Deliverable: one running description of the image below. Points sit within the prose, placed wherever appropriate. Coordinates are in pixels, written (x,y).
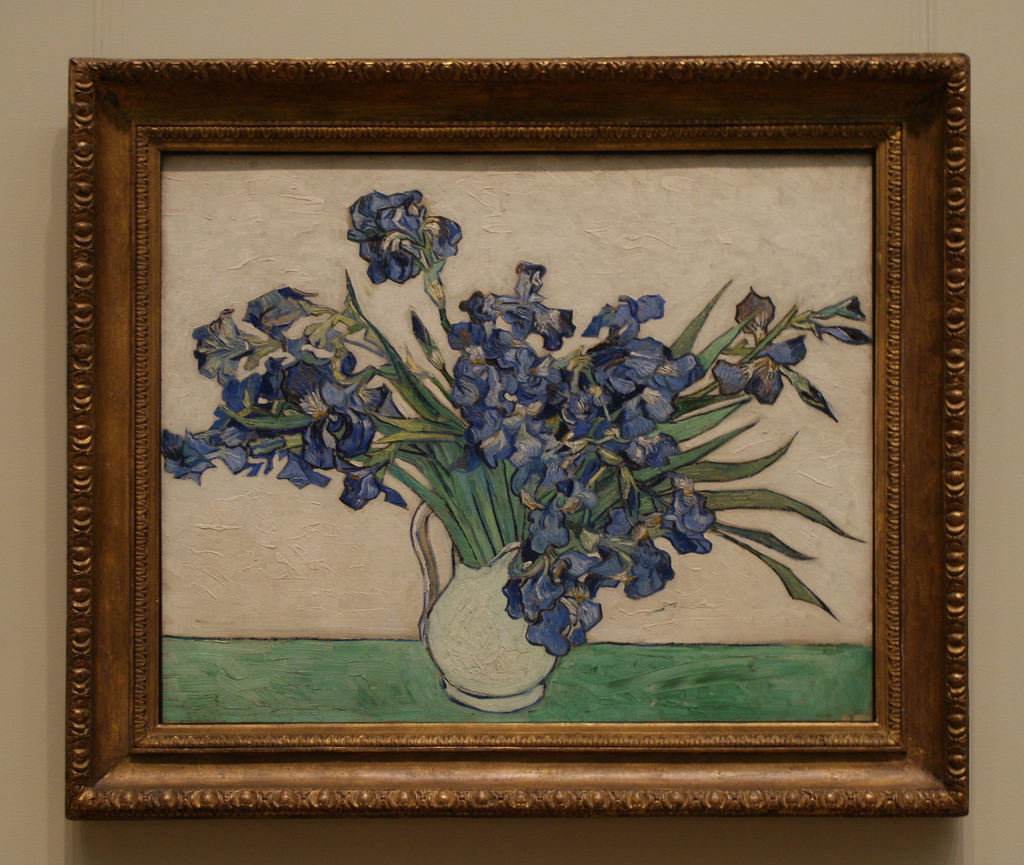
This is a zoomed in picture. In the center (625,473) we can see a picture frame (925,84) containing a painting (599,613) of a flower vase (483,623) and the flowers (535,593) which is placed on the top of the green color object (551,708). In the background (534,3) we can see the wall (878,52).
